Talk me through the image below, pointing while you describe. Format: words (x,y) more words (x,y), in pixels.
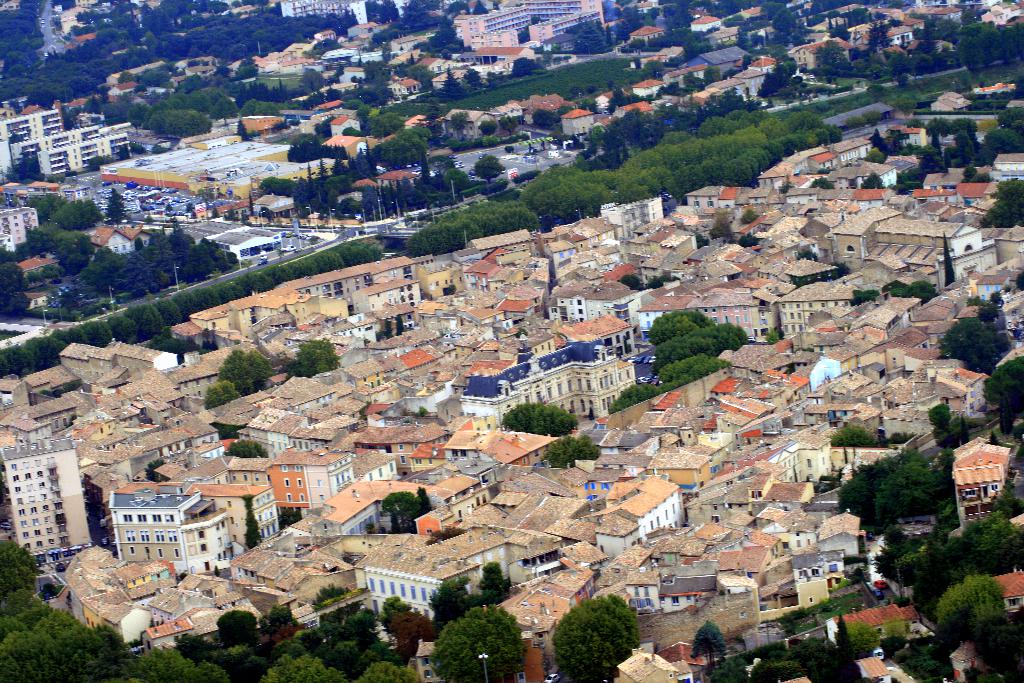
In this image there are some houses (270,459), buildings (702,305), trees (368,215) and some poles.
